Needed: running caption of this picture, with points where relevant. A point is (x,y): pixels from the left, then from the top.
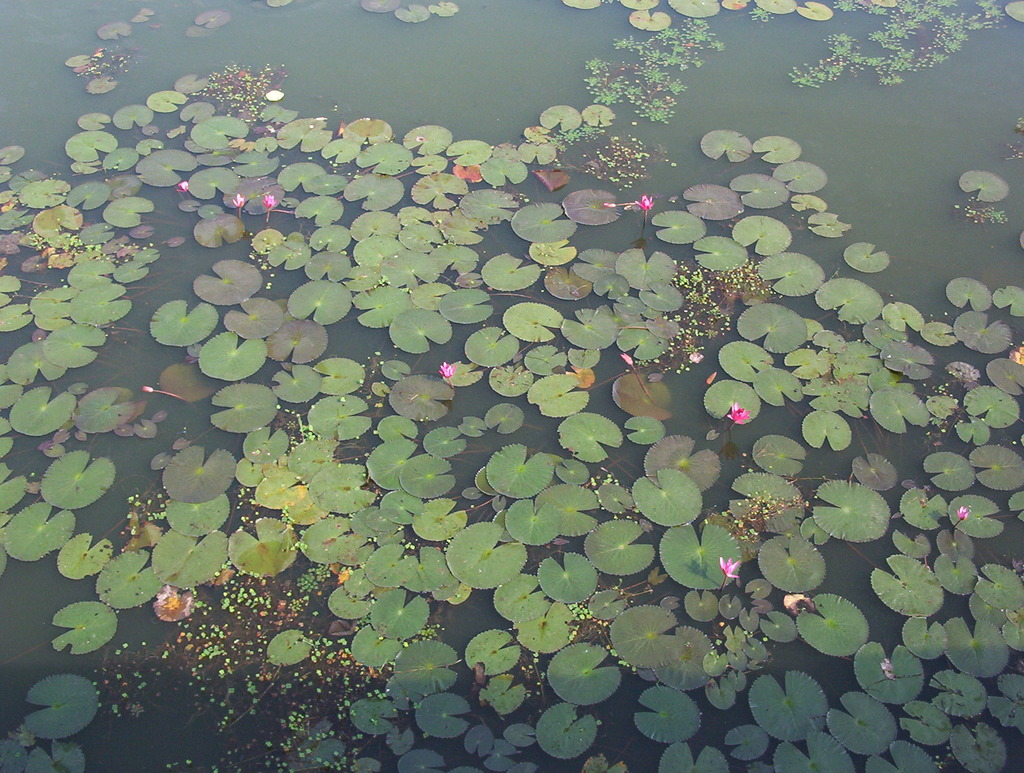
In this image I can see lotus plants (415,289) and leaves (336,527) in the water (777,40). This image is taken may be during a day.
